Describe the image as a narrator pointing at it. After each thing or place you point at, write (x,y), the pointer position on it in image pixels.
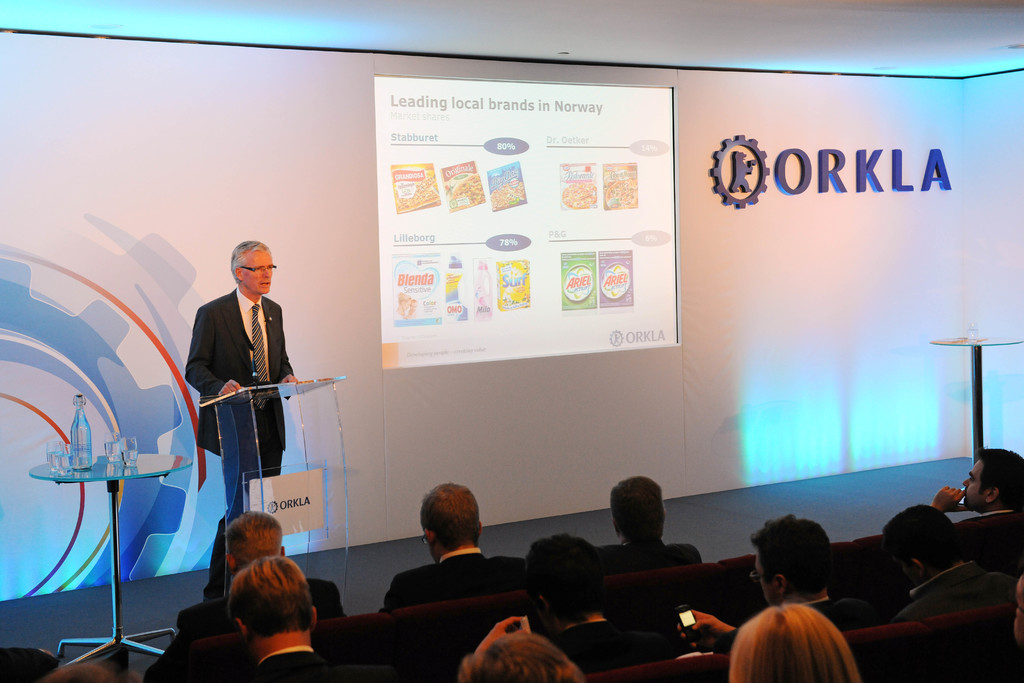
At the bottom of the image (628,560) there are people (651,560) sitting on chairs (867,557). In the background of the image (316,180) there is a banner (55,79). There is a projector screen (623,192). There is a person (222,565) standing near a podium (241,430). There is a table (118,470) on which there are glasses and bottle (72,443). To the right side of the image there is a table (989,340). At the top of the image (613,42) there is a ceiling (419,51).
